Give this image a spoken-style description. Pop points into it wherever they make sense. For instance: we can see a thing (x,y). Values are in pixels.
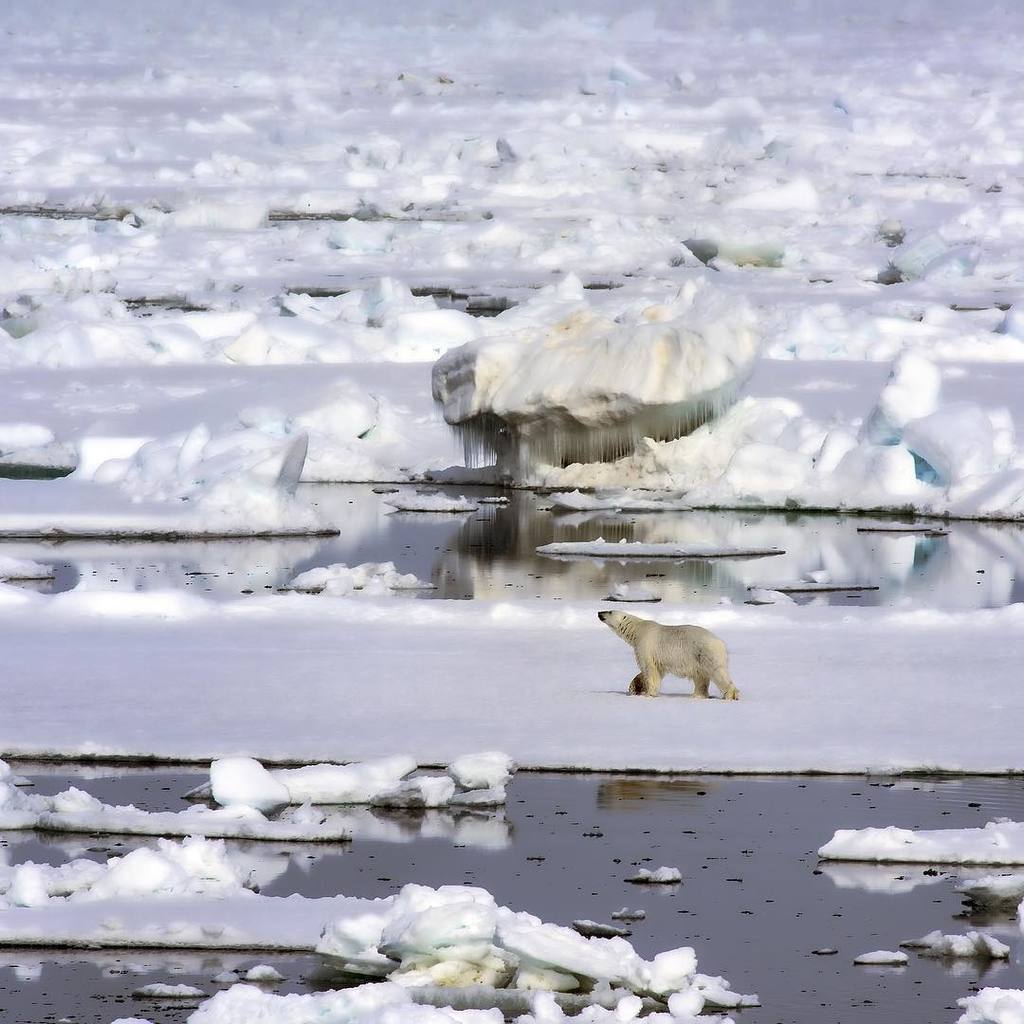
This picture consists of snow (452,314) on the floor (361,69), there is an animal (721,652) visible.
